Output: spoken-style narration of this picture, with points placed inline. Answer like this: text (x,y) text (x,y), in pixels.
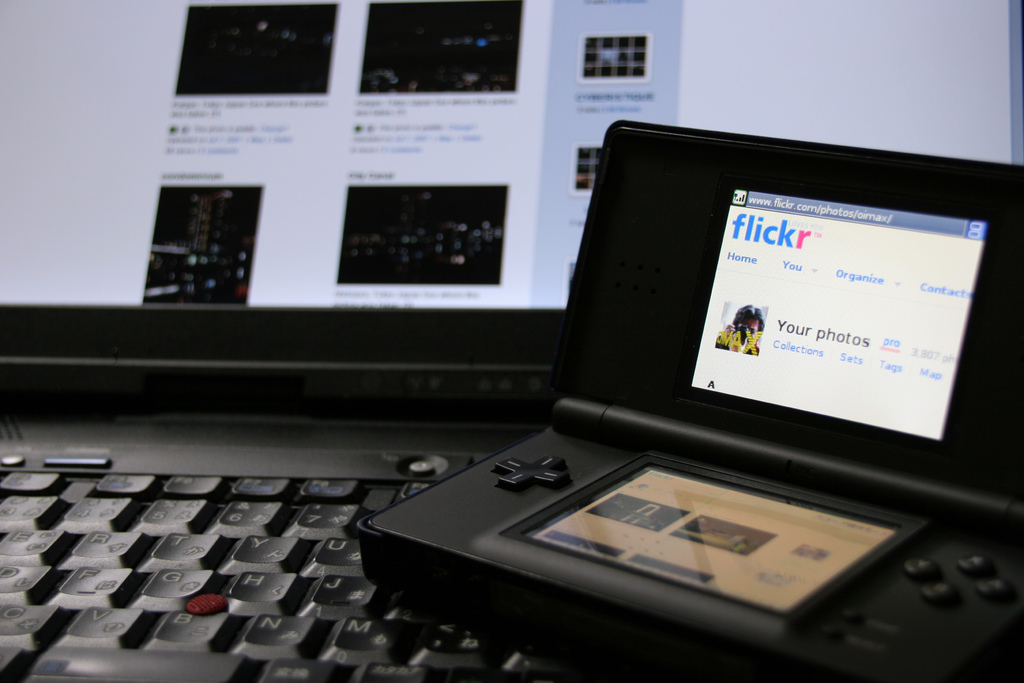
In this image, I can see a laptop (153,409). I think this is a kind of Nintendo DS (658,466) with a display (712,345) and the keys (538,463).
